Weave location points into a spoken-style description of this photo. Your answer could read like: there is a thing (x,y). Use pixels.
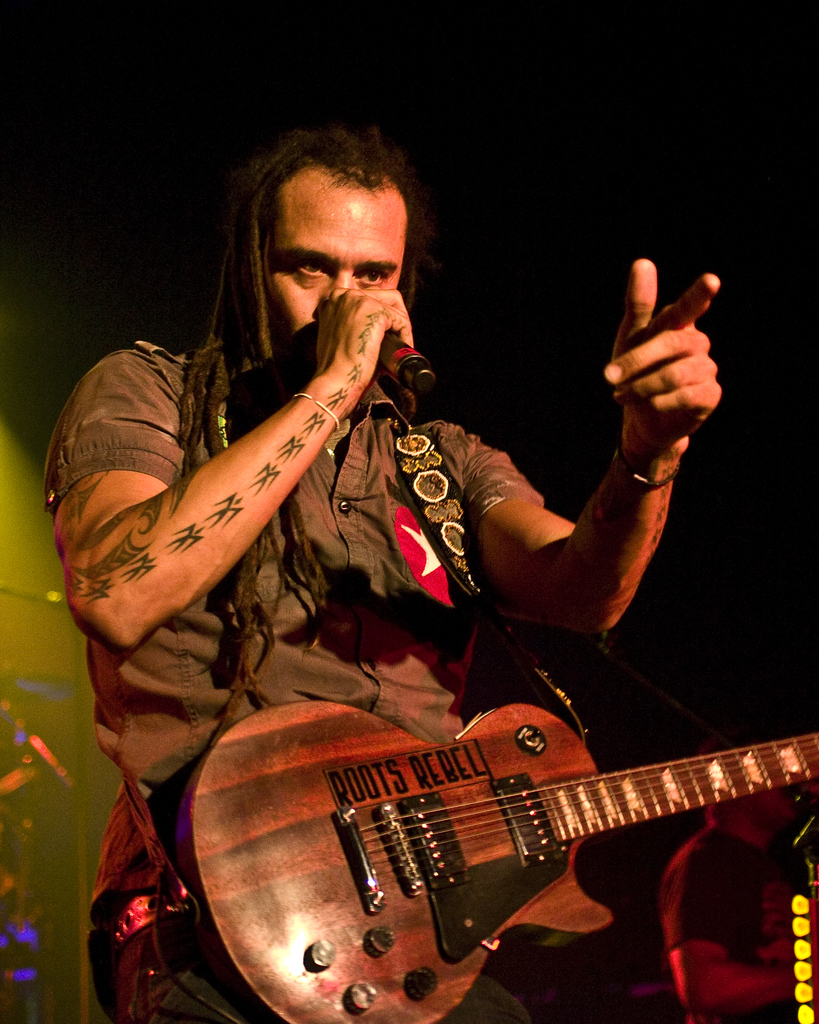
The person (402,622) is carrying a guitar (480,780) and singing in front of a mic (401,355).
